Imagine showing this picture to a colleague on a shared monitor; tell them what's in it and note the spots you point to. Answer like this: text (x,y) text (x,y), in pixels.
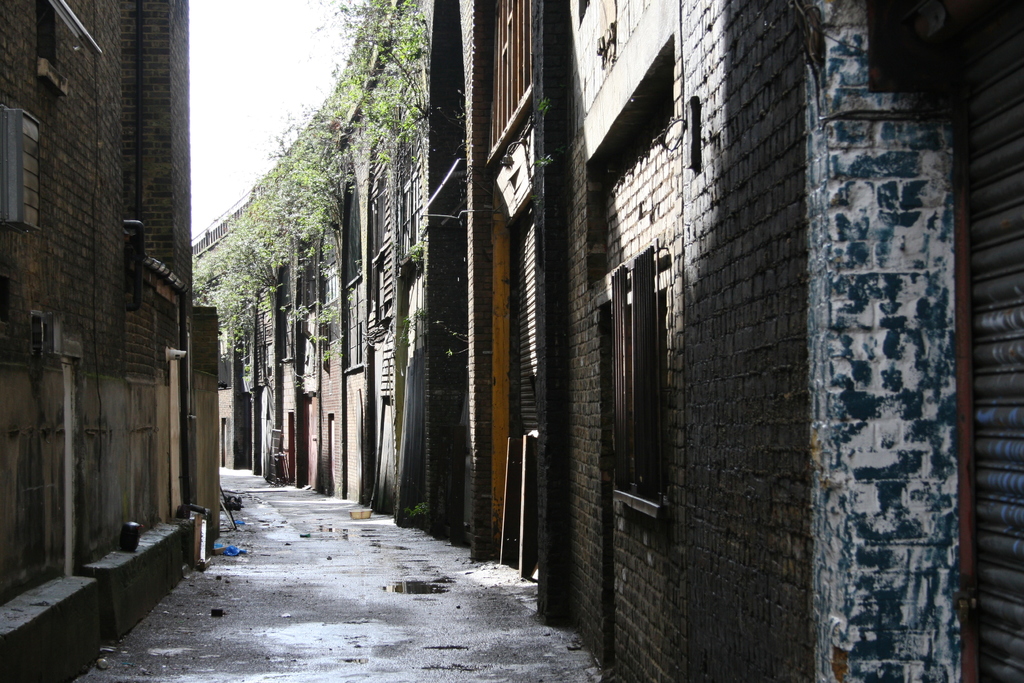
In this picture I can observe a path (281,522) in the bottom of the picture (281,582). On either sides of the path (279,489) there are buildings (369,362). I can observe plants (275,218) on the building (432,157). In the background (263,125) there is sky (252,106).
